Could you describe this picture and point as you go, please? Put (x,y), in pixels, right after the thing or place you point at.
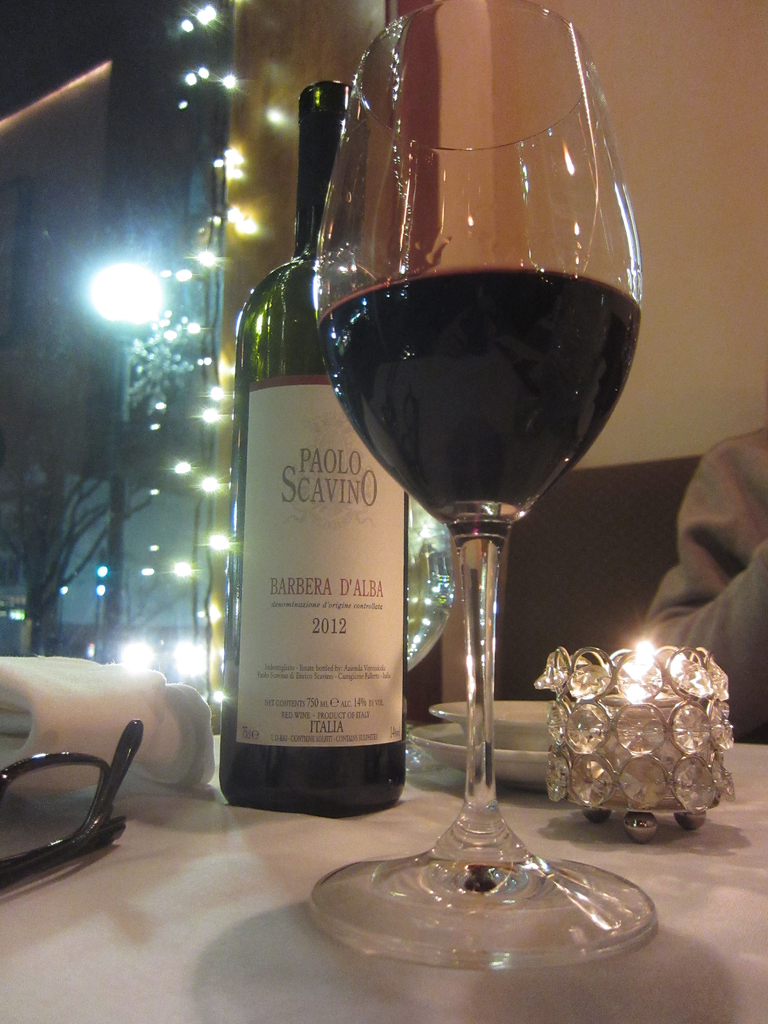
In this image I can see a table (187,996). On the table (153,892) a bottle (268,530), wine glass (485,532), saucers (510,760), a cloth (168,776), spectacles (95,818) and some other objects (681,762) are placed. On the right side (712,516) there is a person (717,552) sitting on a chair (620,552). In the background (697,341) there is a wall (697,331). On the left side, I can see a tree (62,561) and few lights (146,263).
